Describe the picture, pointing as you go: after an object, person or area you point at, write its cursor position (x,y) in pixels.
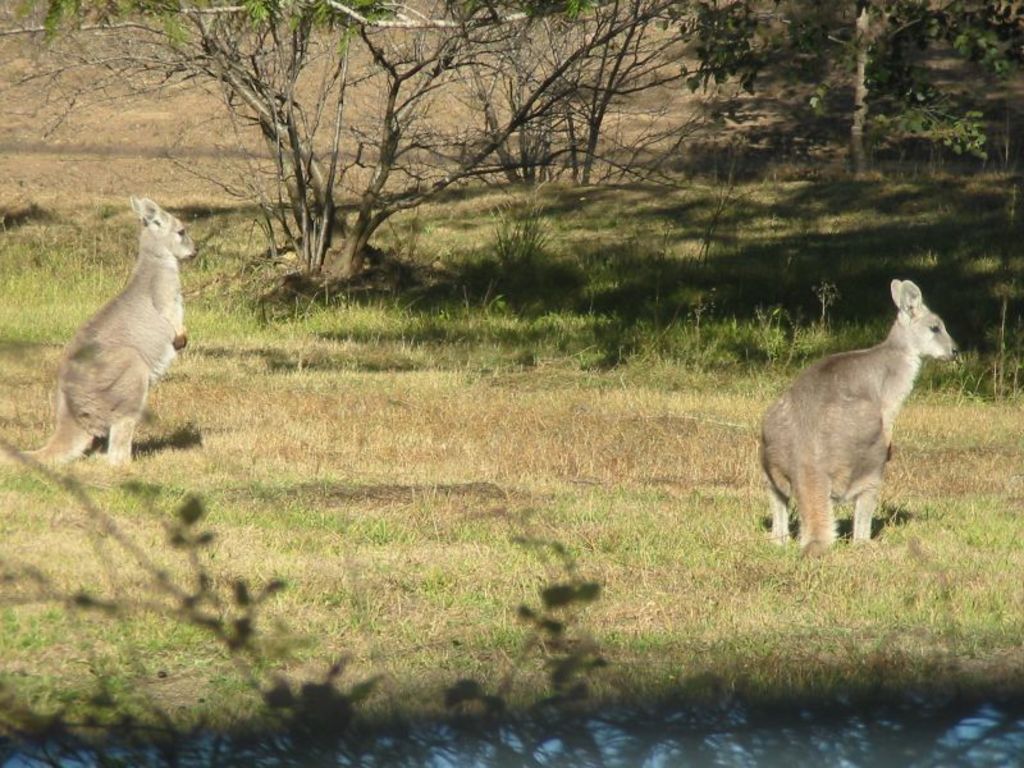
In this image, we can see animals (806,383) on the ground (437,409) and in the background (531,120), there are trees (716,8).
